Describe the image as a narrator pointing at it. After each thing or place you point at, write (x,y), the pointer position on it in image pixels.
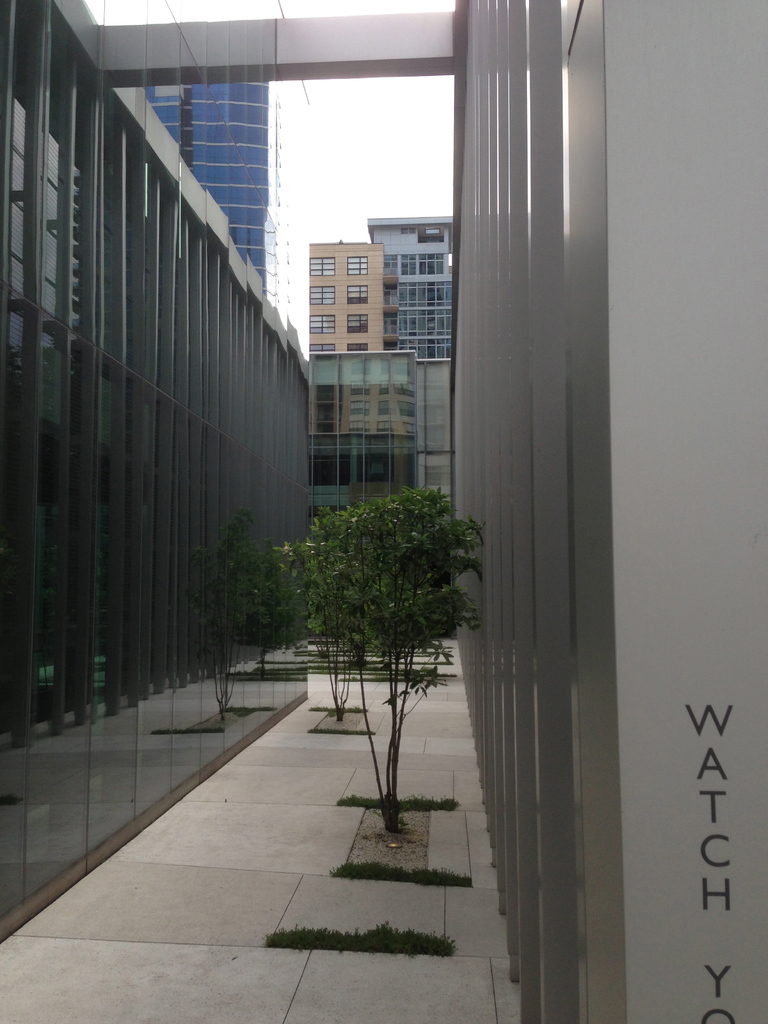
In this image in the middle (426,579) there is a plant (419,558). There are buildings (437,386) around the plant (364,510).
